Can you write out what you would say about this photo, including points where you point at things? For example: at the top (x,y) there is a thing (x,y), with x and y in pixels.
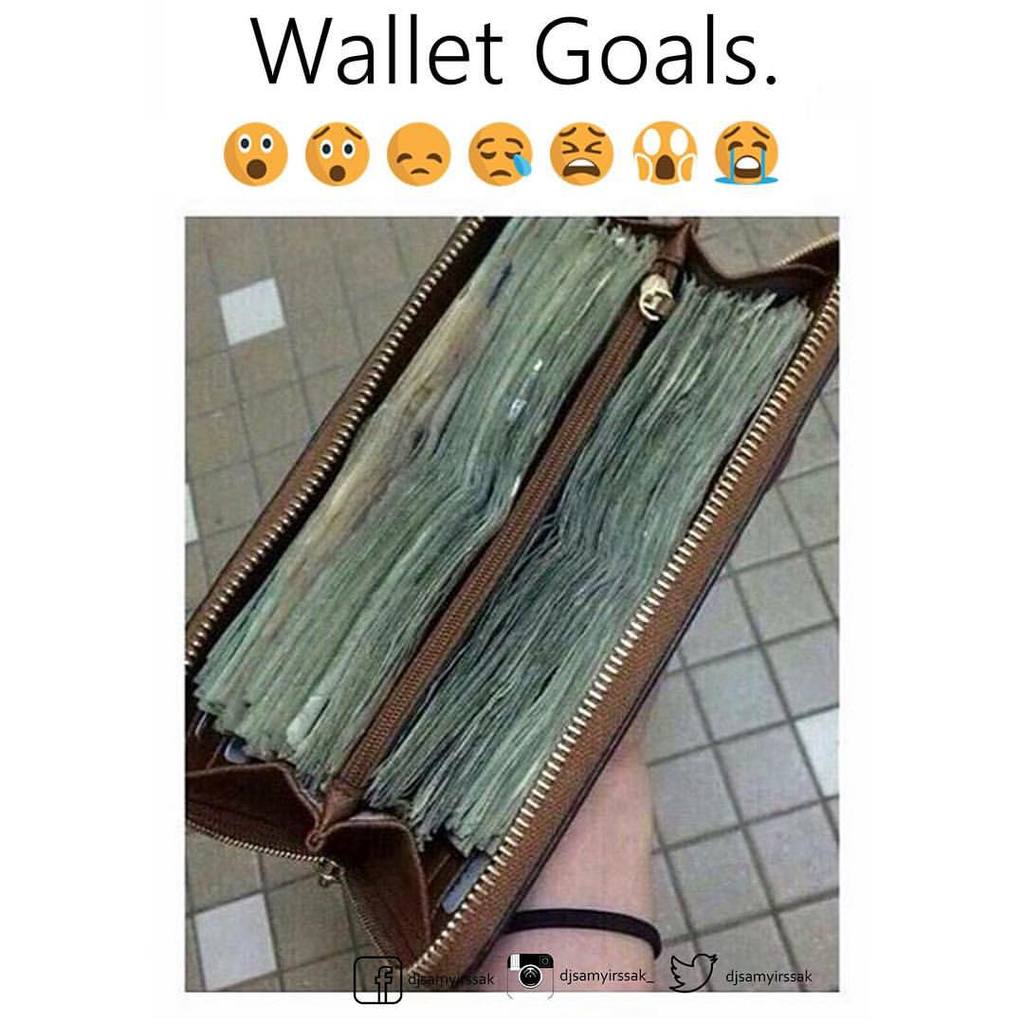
In this image we can see a wallet (479,602). Behind the wallet (326,478) tiles floor (253,439) is present. At the top (414,69) and bottom of the image (749,981) we can see some text (417,50).
